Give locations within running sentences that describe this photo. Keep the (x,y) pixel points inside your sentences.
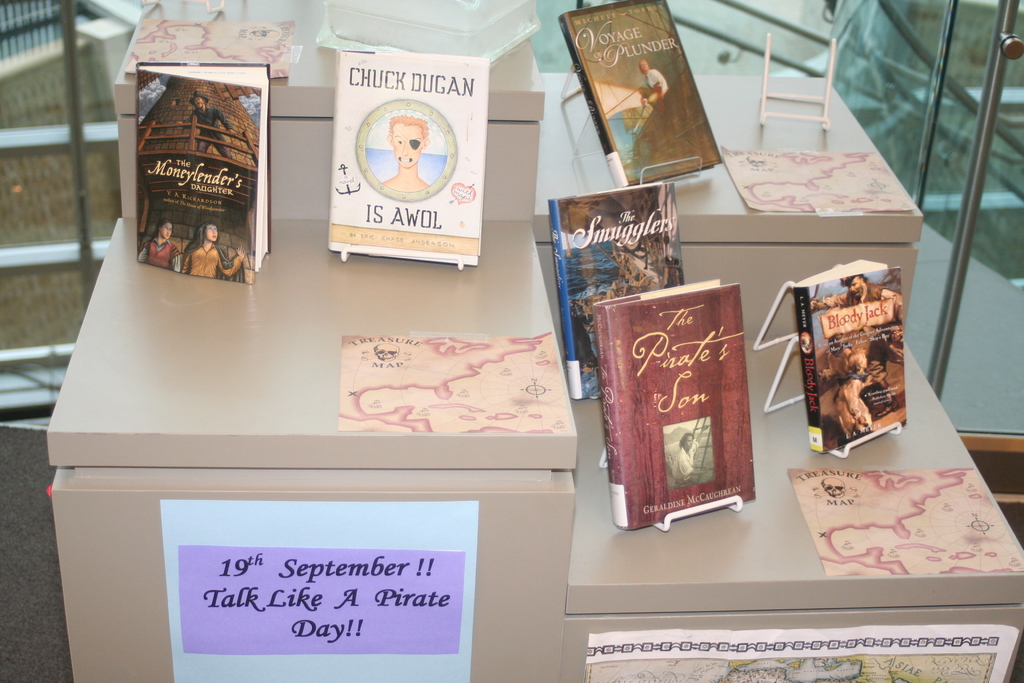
In this image there is an object (486,453) looks like a table (408,440), on top of it there are books (229,150) with some text (649,357) are arranged and some papers (553,421) are attached, behind that there are stairs (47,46).
